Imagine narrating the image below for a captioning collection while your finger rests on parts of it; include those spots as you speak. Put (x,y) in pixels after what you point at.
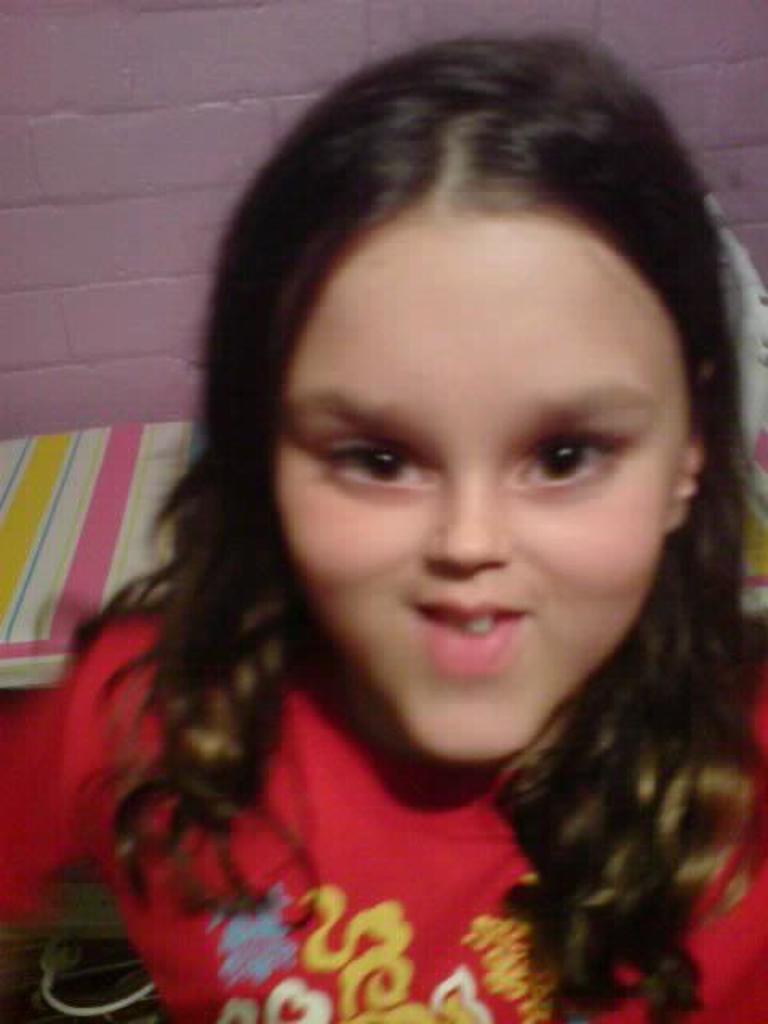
In this image we can see a girl's face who is wearing red color dress (298,740) and in the background of the image (93,149) there is pink color wall (75,191).
